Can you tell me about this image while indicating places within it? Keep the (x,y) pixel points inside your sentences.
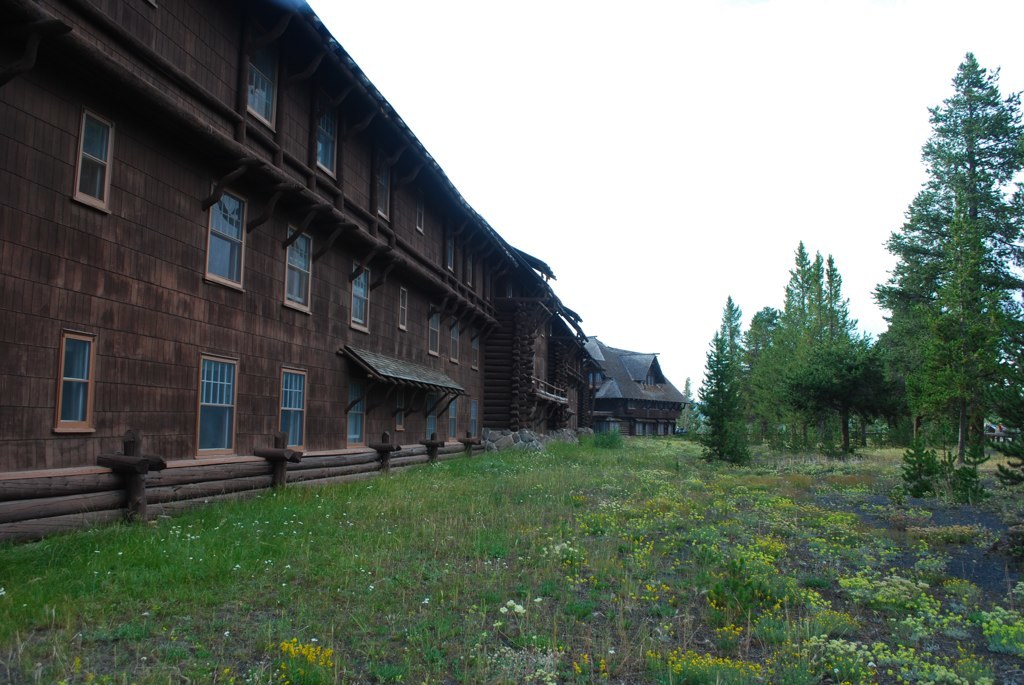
In this image we can see building (312,382), windows (238,269), logs (139,477), sky (637,7), trees (747,446), plants (569,613) and grass (435,536).
